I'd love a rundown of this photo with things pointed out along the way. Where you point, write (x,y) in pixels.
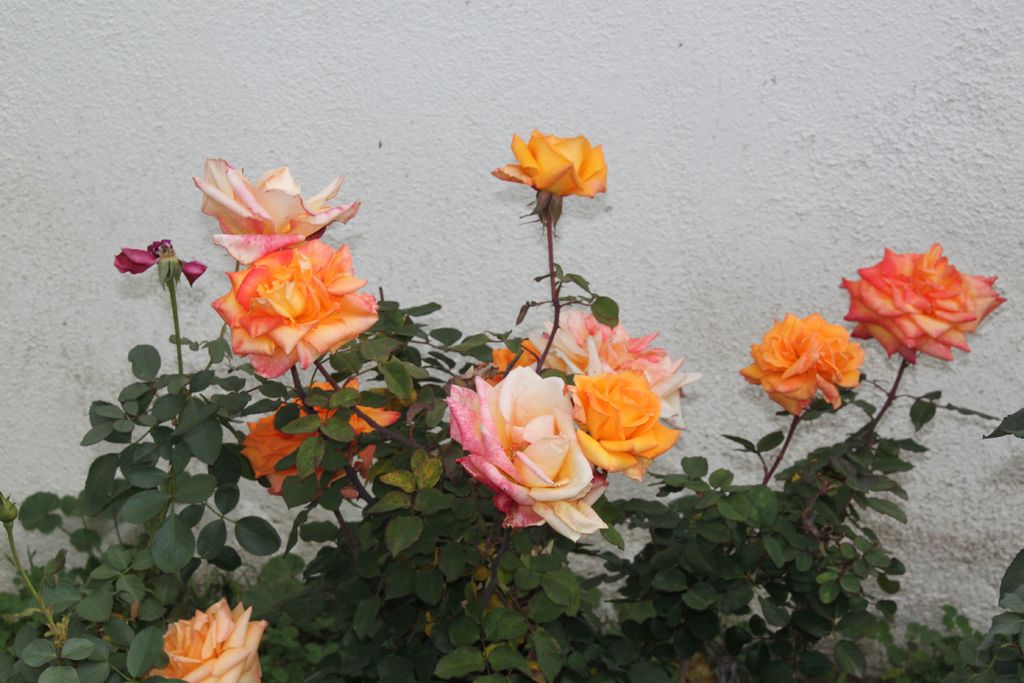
In the front of the image (488,394) there are rose plants (509,495). In the background of the image (743,343) there is a wall (749,152).
